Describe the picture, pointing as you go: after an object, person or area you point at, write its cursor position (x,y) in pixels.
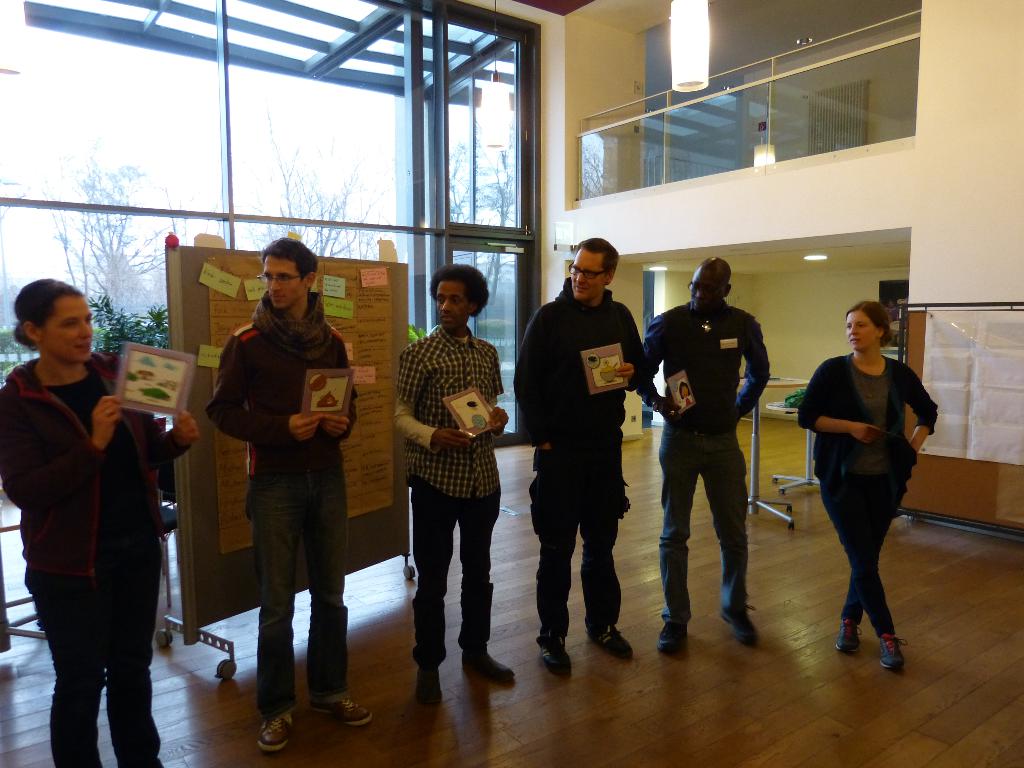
This picture is inside view of a room (525,487). We can see some persons (478,473) are standing and holding cards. On the left side of the image (198,278) sign board (211,267), trees (108,282), plants (7,339), door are present. On the right side of the image (825,235) table (772,387), wall (847,162) are present. At the top of the image (698,27) light (697,45) is there. At the bottom of the image (781,686) floor (770,676) is present.
